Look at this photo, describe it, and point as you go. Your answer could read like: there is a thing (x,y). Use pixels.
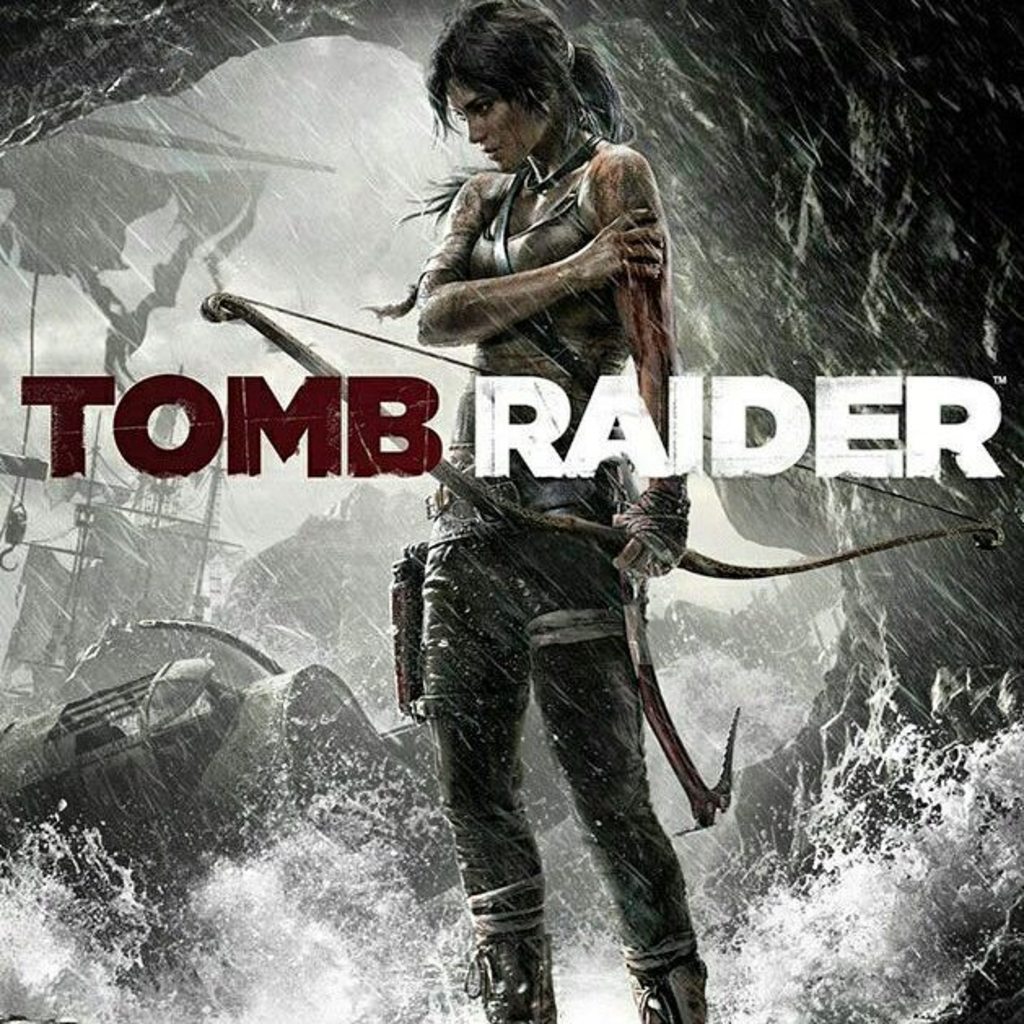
In this picture there is a poster (464,290) of a woman (486,268) standing in water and there is tomb raider written on it and there are few vehicles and some other objects (365,514) in the background (355,522).
